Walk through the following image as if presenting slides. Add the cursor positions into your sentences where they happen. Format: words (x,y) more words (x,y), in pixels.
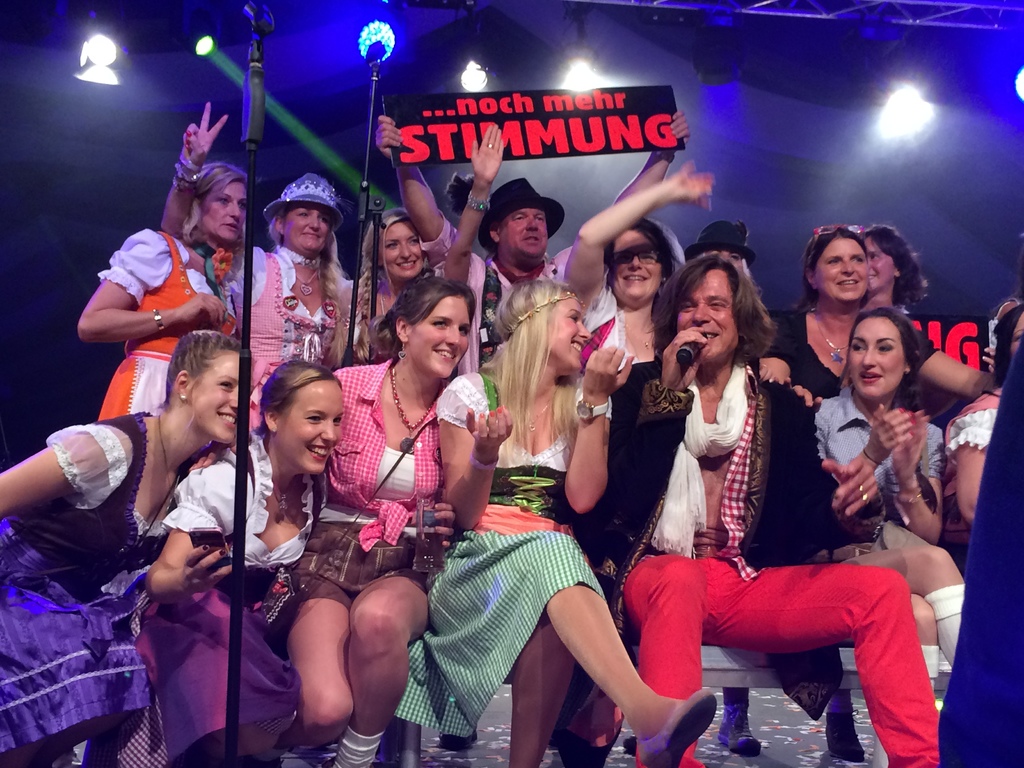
In this image, I can see few people (507,539) sitting and smiling. The other few people (240,272) are standing. This looks like a board (526,128). This man (708,455) is holding a mike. These are the show lights (902,115).
